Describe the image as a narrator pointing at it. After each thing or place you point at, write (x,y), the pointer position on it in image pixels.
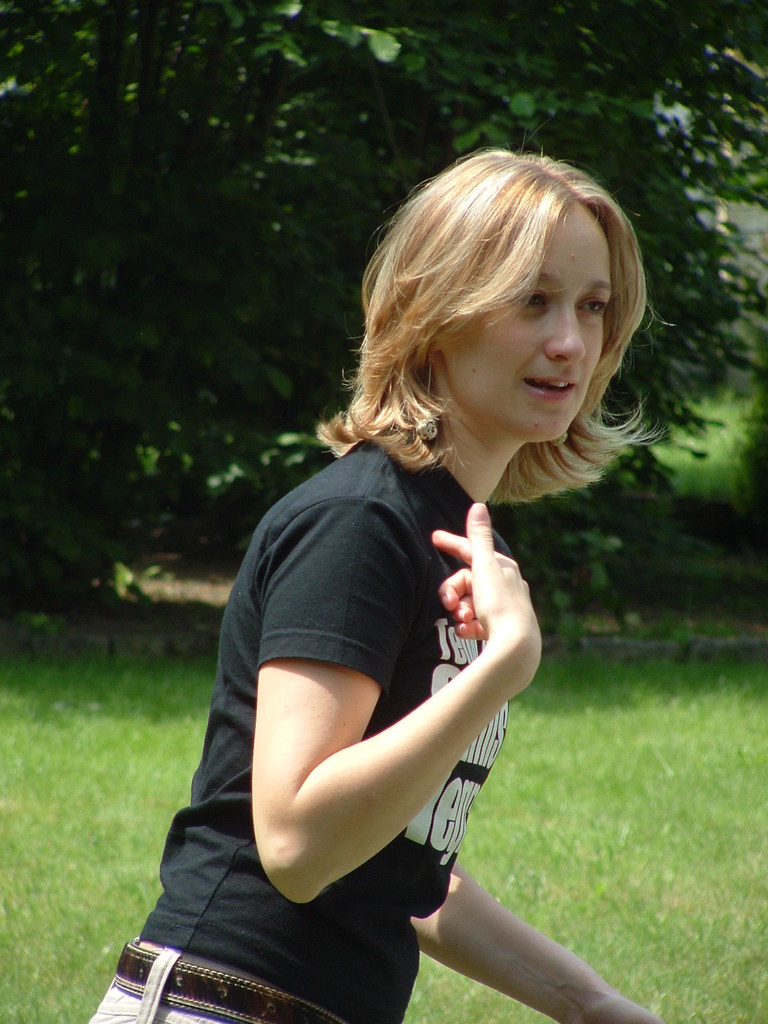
In this image we can see there is a girl (400,815) standing on the surface (716,758) of the grass (651,761). In the background (644,547) there are trees (208,201).
